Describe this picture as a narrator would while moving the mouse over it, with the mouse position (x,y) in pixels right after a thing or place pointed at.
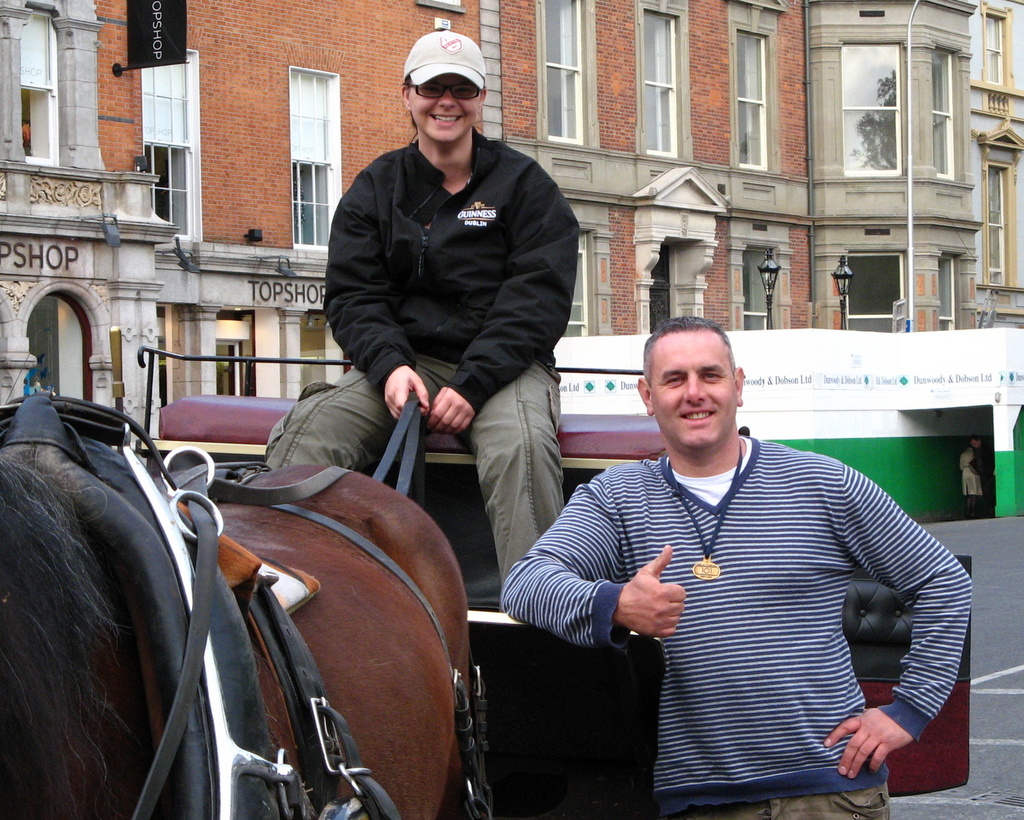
The picture is a outside. On the right (763,555) there is a man (780,552) wearing blue color t-shirt (783,581), smiling and standing. In the center (406,393) there is a woman (431,157) wearing black color shirt (478,258), smiling and sitting. On the left corner (220,560) we can see a horse (362,502). In the background (779,272) there are street lamps (841,277) and the buildings (981,133).
